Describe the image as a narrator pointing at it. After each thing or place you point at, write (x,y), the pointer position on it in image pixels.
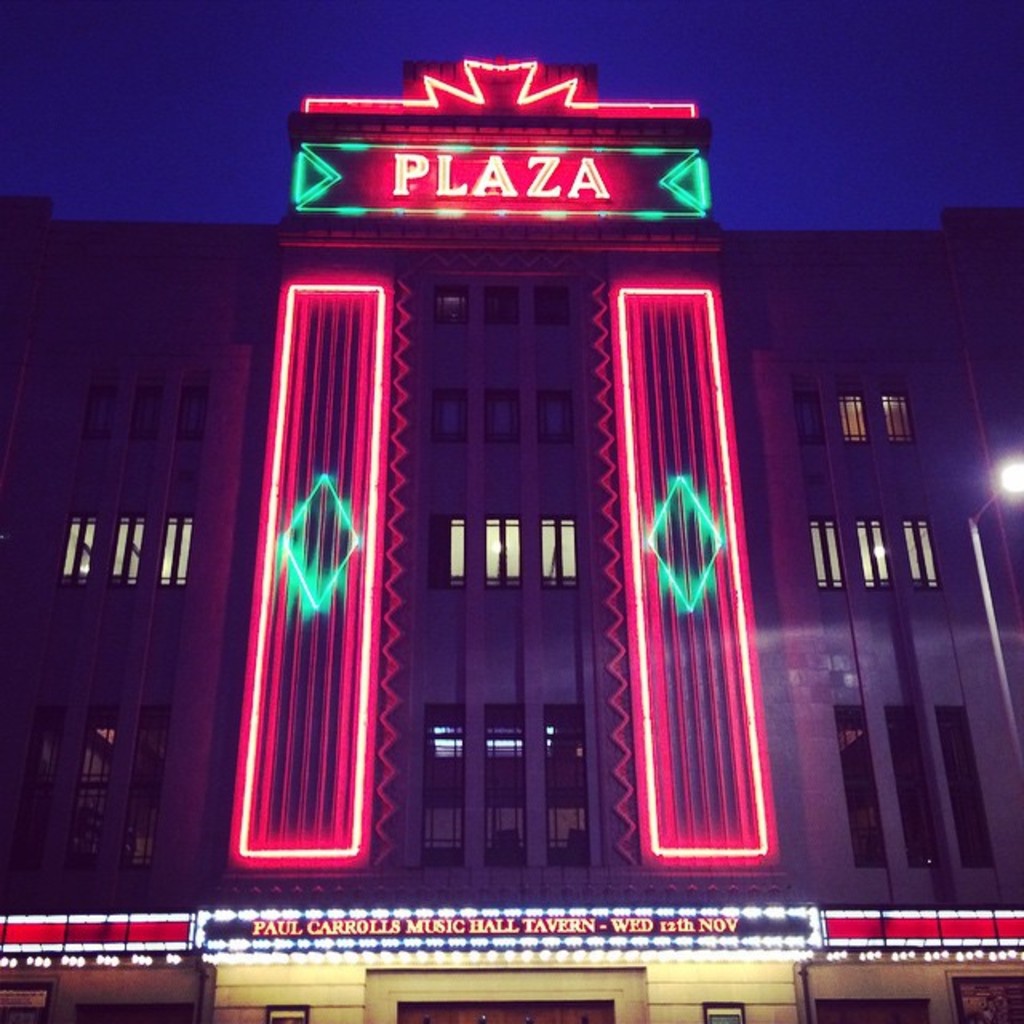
In the foreground (397,603) I can see a building (447,769) and windows (441,546). On the top (174,152) I can see the blue sky (308,59). This image is taken during night.
